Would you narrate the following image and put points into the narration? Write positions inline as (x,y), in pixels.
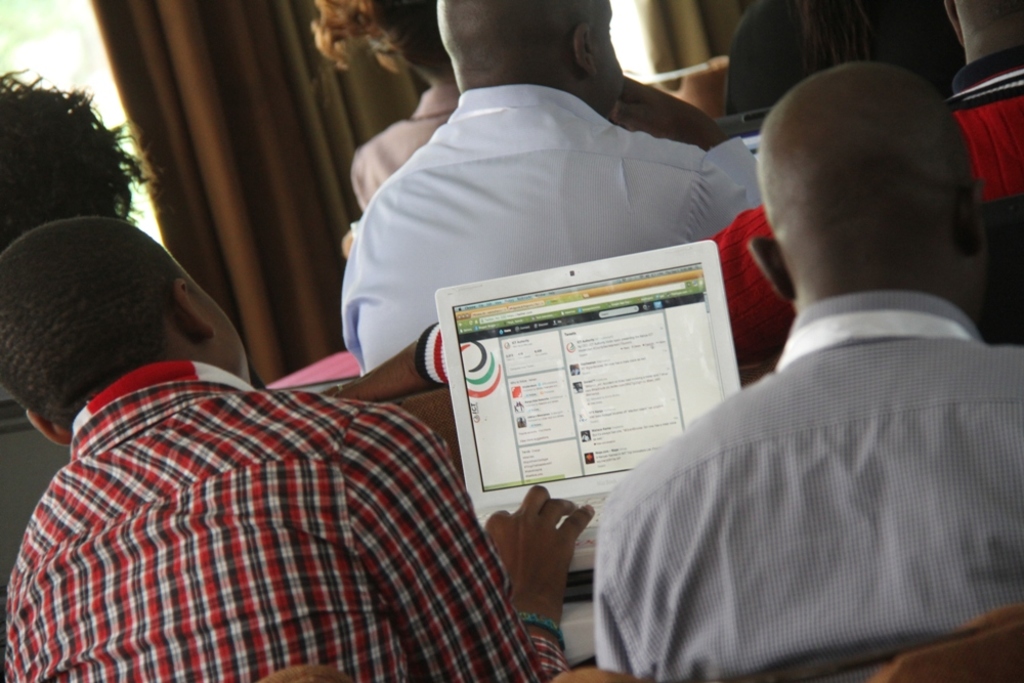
In the background (258,106) we can see curtain (263,145). This is a laptop (635,382) and we can see people (709,461).
